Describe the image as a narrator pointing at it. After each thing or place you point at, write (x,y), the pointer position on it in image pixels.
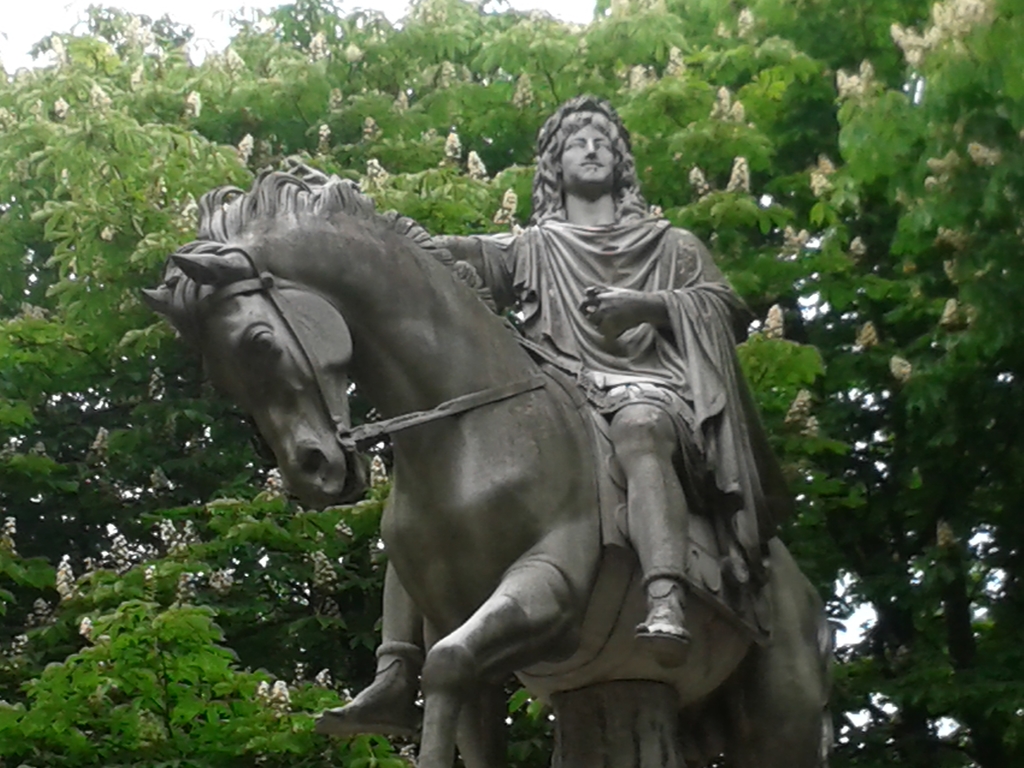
In this picture there is a statue (629,377) of a person (579,276) sitting on the horse (407,555). At the back (57,536) there is a tree (27,584) and there are flowers (93,103) on the tree (194,78). At the top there is sky (193,44).
